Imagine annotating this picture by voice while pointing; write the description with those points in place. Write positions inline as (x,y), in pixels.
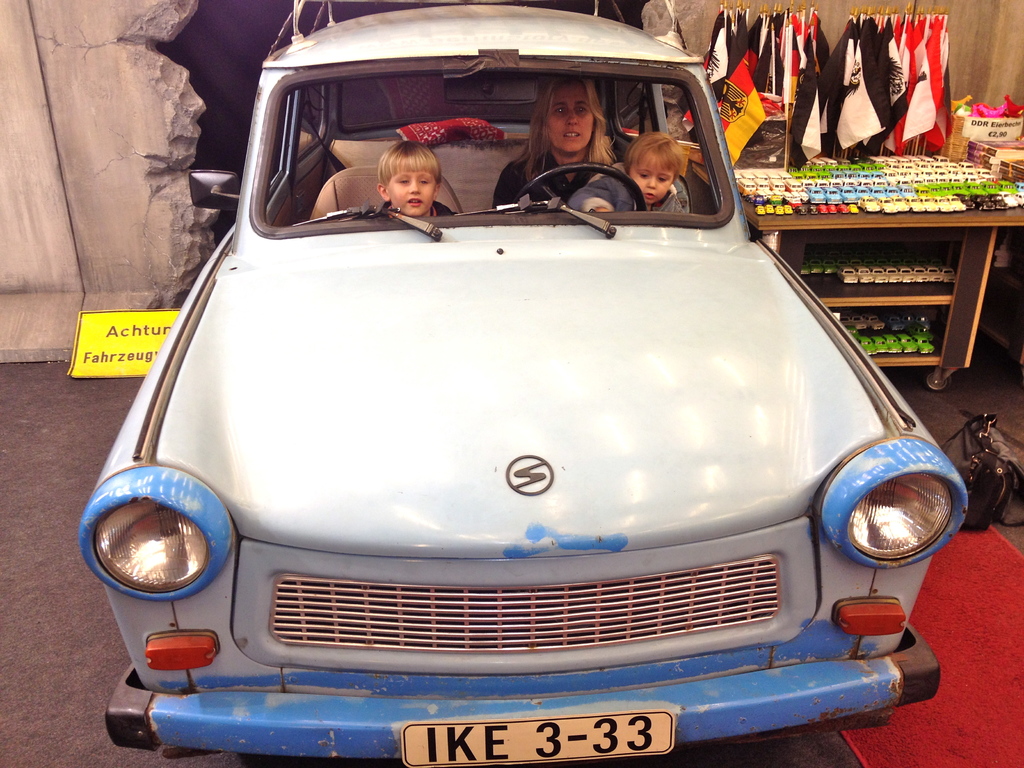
In this image I can see a woman (568,201) and two children (647,159) are sitting in a car (534,256). In the background (839,236) I can see a table (918,240) and few toys (935,188) on it. I can also see few flags (861,122) over here.
